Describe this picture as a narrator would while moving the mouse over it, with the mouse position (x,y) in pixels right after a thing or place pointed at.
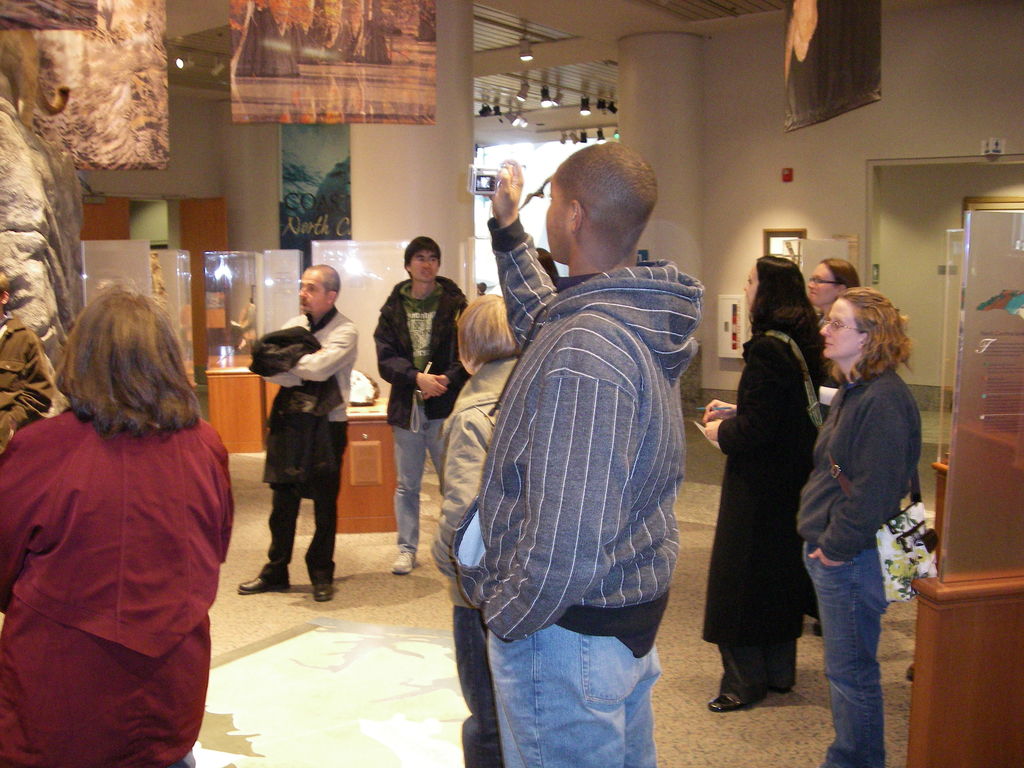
Here we can see few persons (410,437) are standing on the floor (701,487) and among them few are carrying bags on their shoulders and a man (512,206) is holding a camera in his hands (496,217). In the background (245,78) there are banners (308,215), hoardings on a platform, lights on the ceiling (476,73), wall (228,192), door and other objects (361,504).
